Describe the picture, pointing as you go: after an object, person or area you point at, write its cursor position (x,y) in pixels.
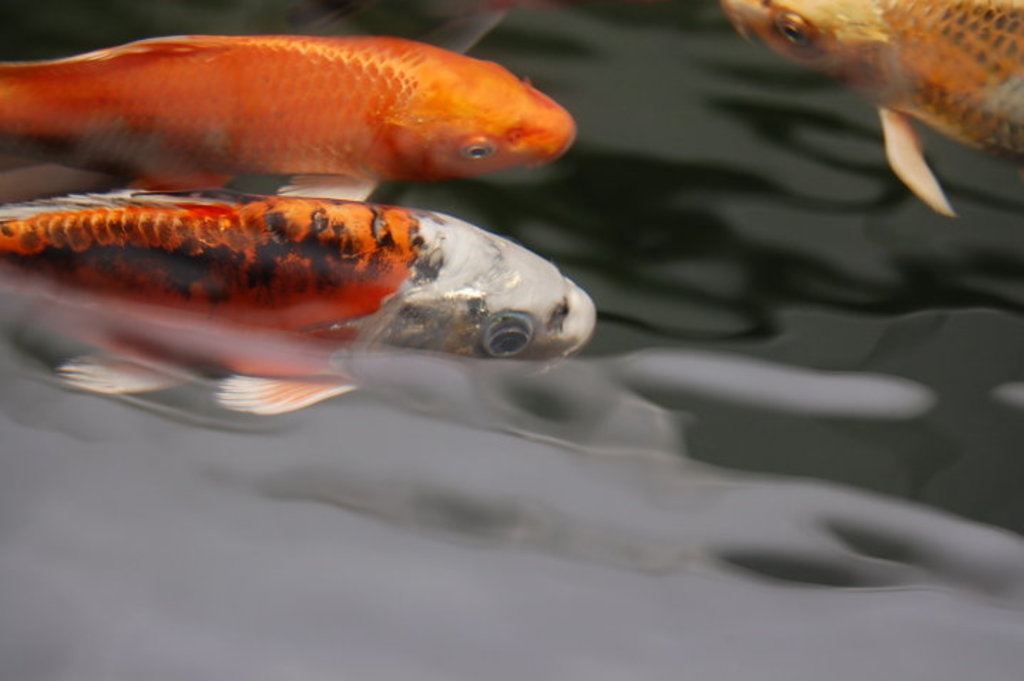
There are orange color fishes (356,51) in the water (604,541).
